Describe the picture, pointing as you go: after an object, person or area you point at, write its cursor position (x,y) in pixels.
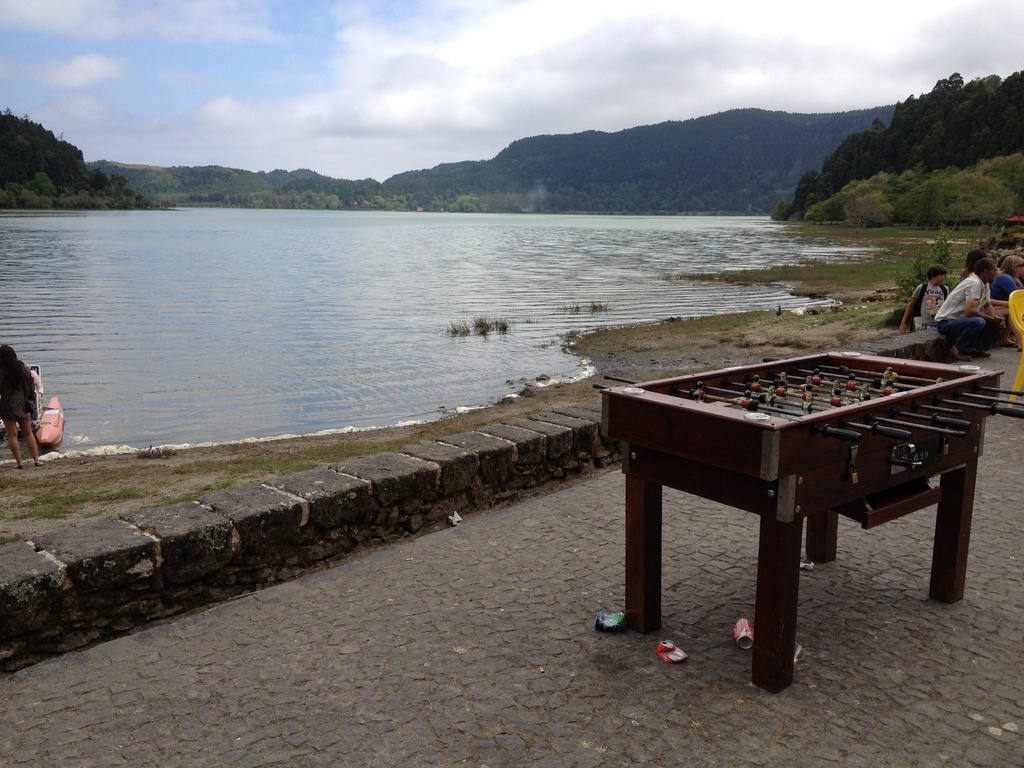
In this image I can see a brown color football table (793,502), few cans (737,633), water (219,441), number of trees (388,207), clouds (465,145), the sky (461,125) and here I can see few people (994,263) where one is standing and rest all are sitting. I can also see a yellow color chair (1012,308) over here.
